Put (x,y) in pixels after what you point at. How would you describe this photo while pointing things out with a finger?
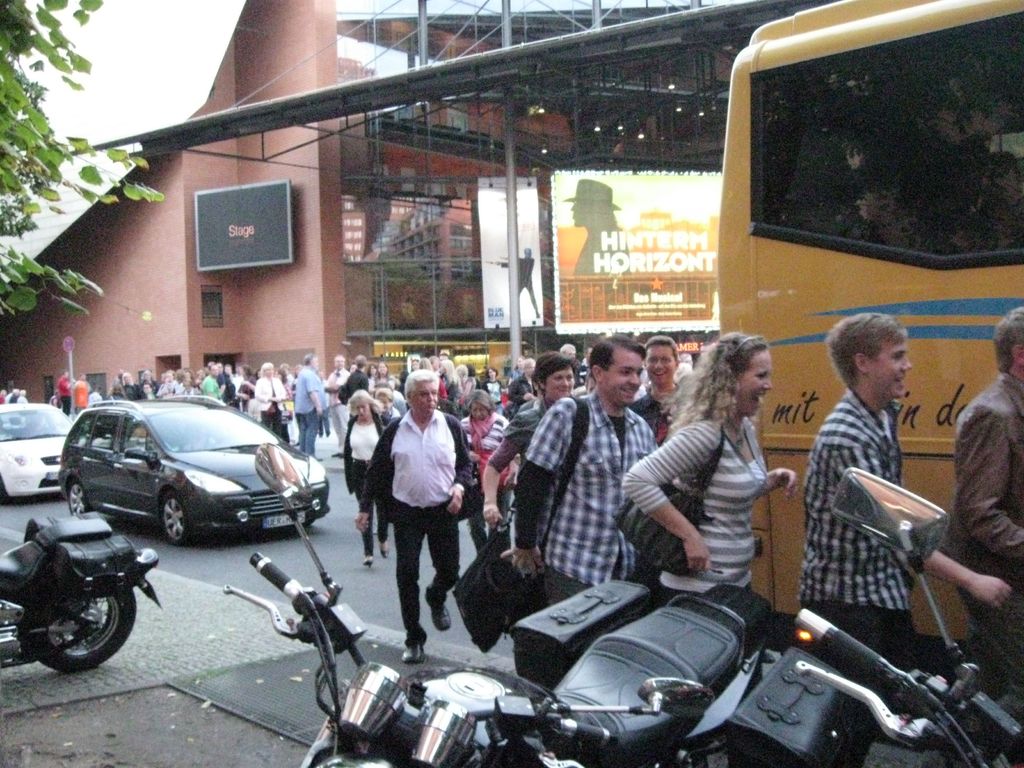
This picture describes about group of people (475,453), few are standing and few are walking, beside to them we can see few vehicles (119,588), and few people (613,538) wore bags (641,547), in the background (509,293) we can see few metal rods (513,336), tree (27,127), and a building (322,220).
